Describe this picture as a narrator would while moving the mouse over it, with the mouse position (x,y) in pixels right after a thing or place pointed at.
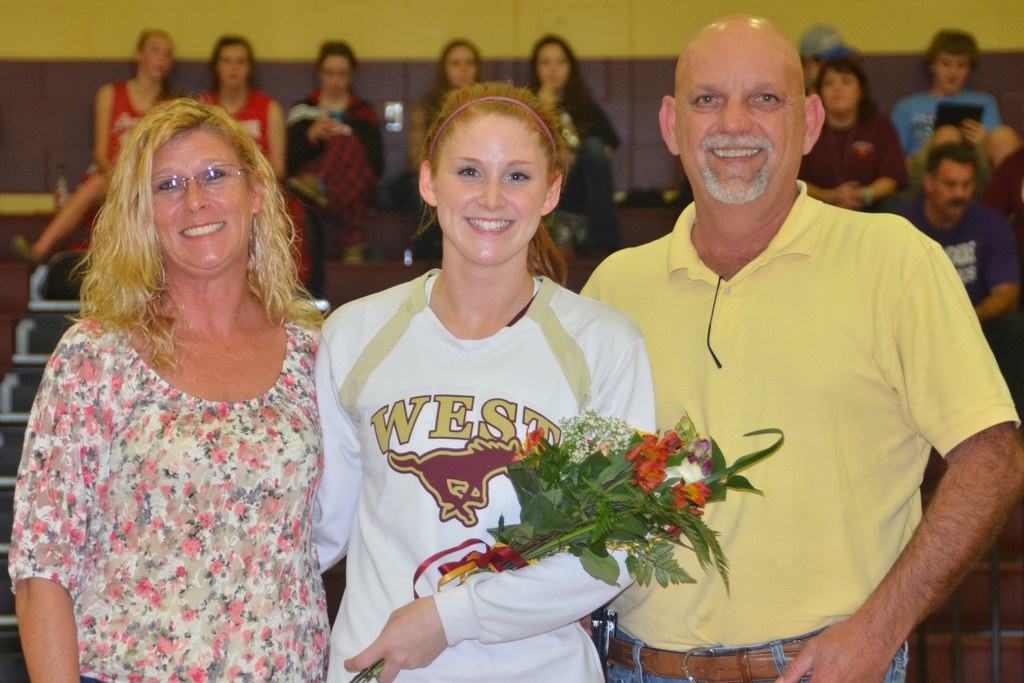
In this picture I can see three persons (513,243) standing and smiling, a person (513,415) holding a bouquet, and in the background (996,295) there are group of people (61,228) sitting on the chairs (39,227) and there is a wall (490,65).
